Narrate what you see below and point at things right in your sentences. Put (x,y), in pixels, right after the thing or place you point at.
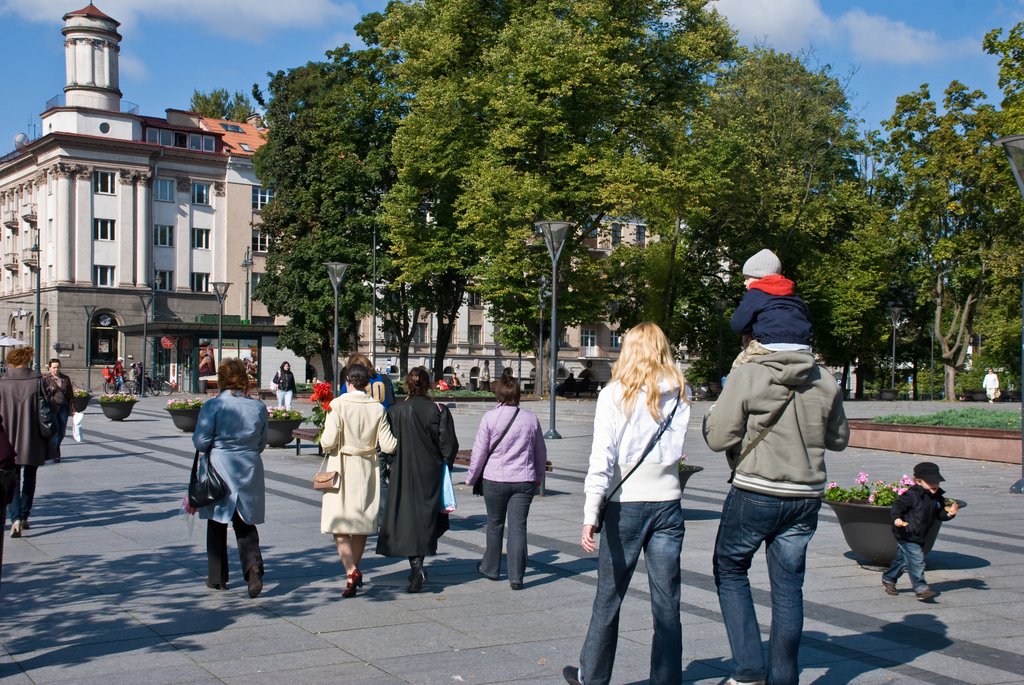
In this image we can see few people (360,512) walking and wearing bags (601,515). There are many flowers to the plants (848,496). There are plant pots (846,511) in the image. There are many trees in the image. There are few buildings (179,238) and they are having many windows (194,242). There are many trees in the image. We can see the clouds (255,37) in the sky (277,49). There are few street lights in the image.
